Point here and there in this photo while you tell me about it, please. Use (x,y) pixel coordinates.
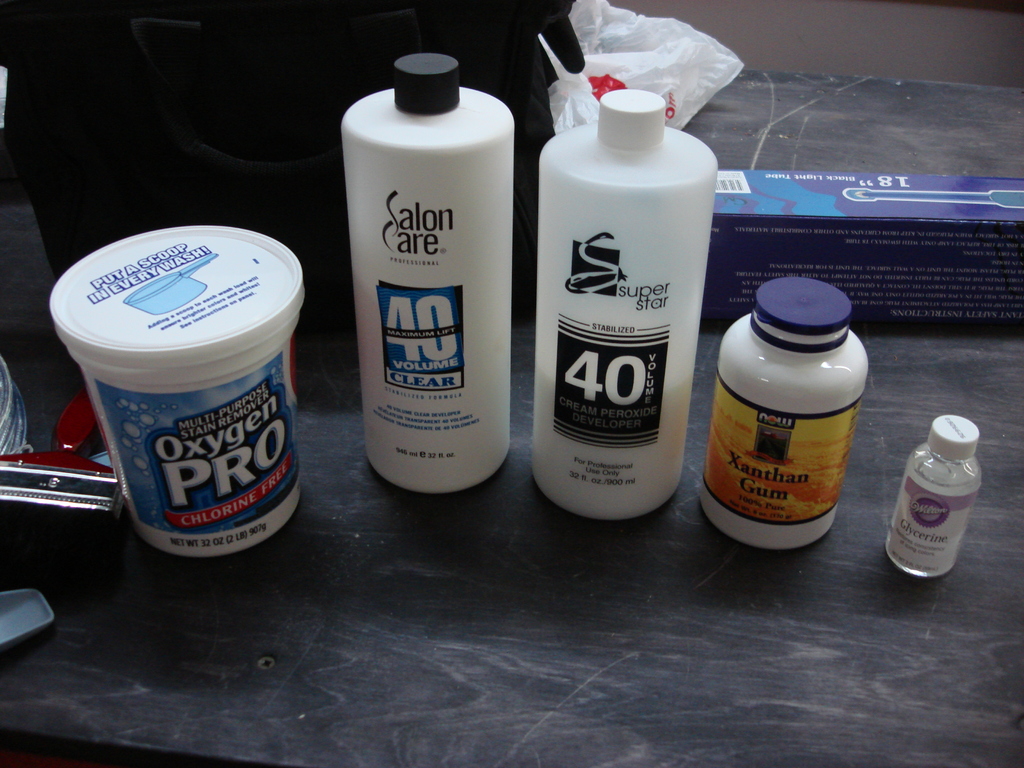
There are five white bottles (560,363) placed on the table (654,595).
